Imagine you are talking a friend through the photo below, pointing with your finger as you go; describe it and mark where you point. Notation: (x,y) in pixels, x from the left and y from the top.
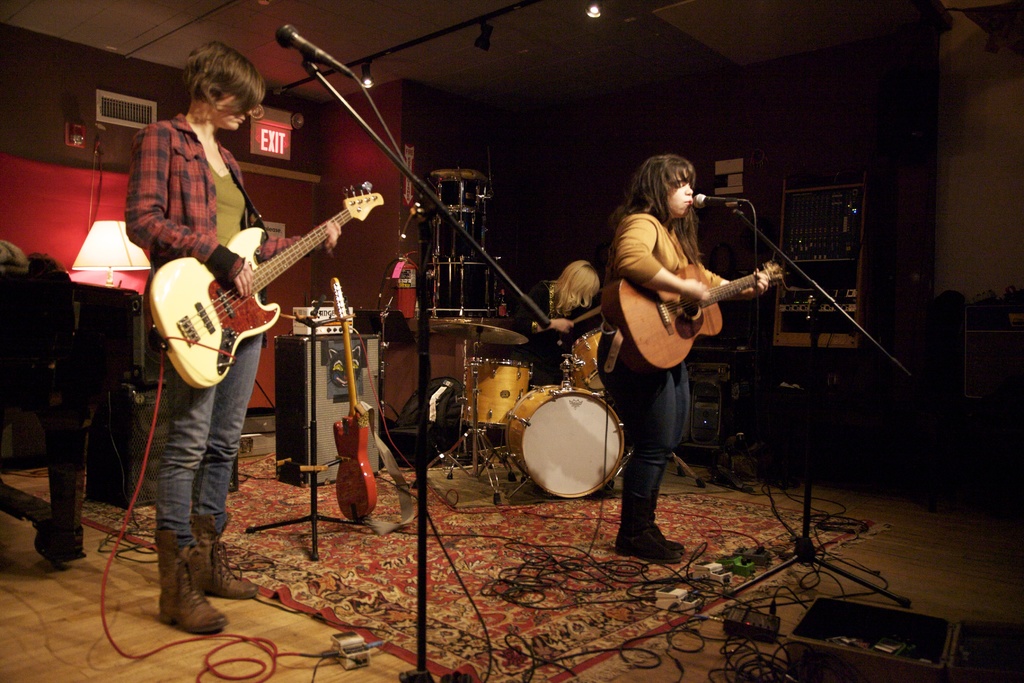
In a picture we can see there are three people (639,389) performing. The left side person (174,233) is holding a guitar (203,293) in hands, the right one (648,271) is holding a guitar (659,331) and singing. This is a microphone (724,204). This is a band (486,391).
